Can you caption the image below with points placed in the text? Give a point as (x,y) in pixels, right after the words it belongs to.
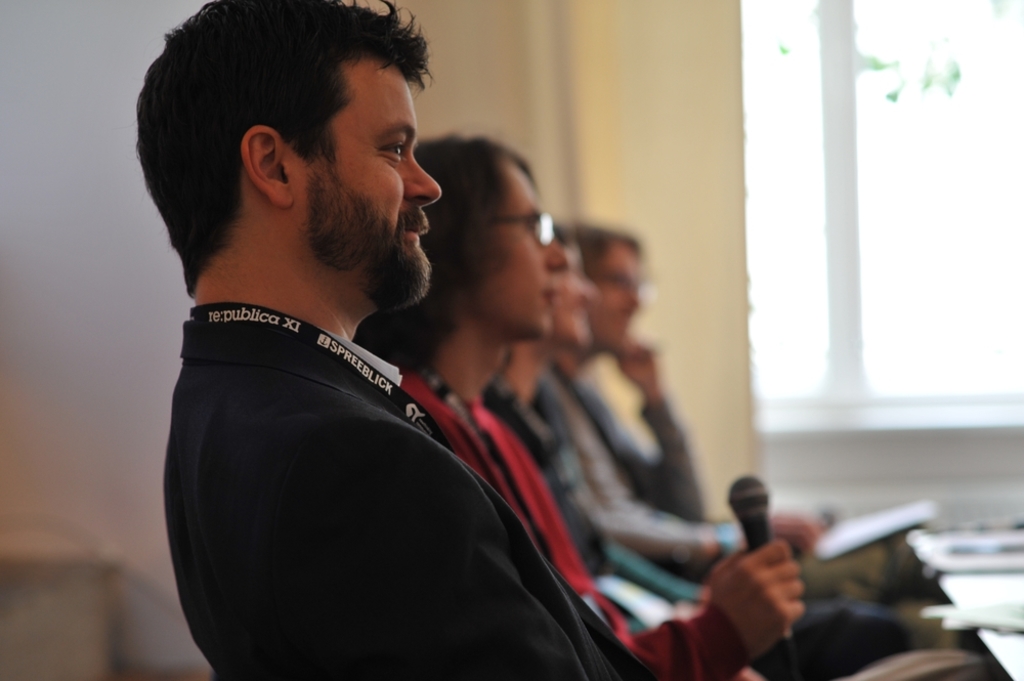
This picture shows few people (442,479) seated on the chairs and we see a human (740,585) holding microphone (761,513) in the hand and we see papers (980,557) on the table (999,636) and a window (873,364) with a curtain (739,160) and couple of them wore spectacles (539,216) on the faces (534,204).
